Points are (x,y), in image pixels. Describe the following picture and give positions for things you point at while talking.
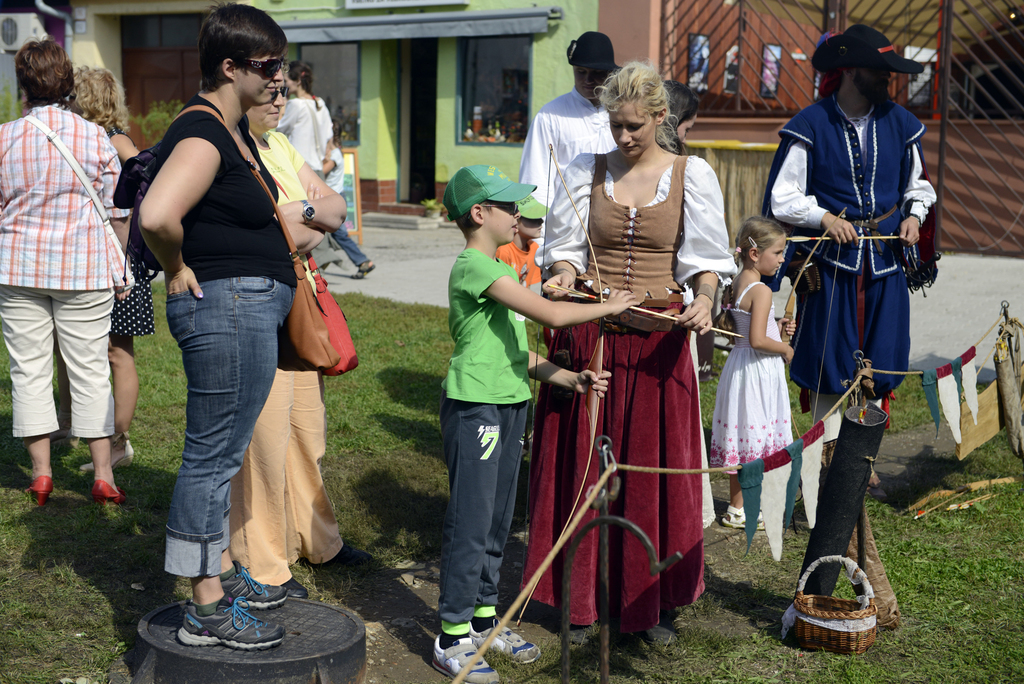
In this image we can see people (811,225) standing. At the bottom (868,641) there is a fence (602,625) and we can see a basket (809,611) placed on the grass (816,667). In the background (408,64) there are buildings (453,79).
